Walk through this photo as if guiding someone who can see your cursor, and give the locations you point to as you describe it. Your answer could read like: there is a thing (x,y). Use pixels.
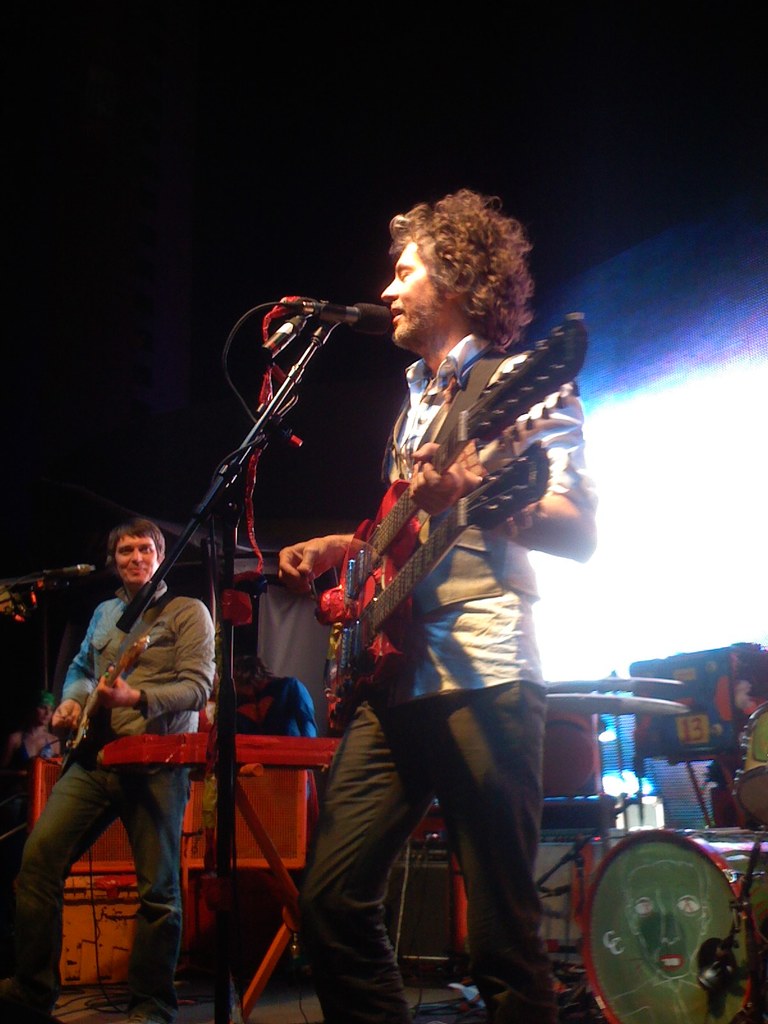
In this picture we can see two persons (138,673) standing in front of mike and playing guitar (109,716). On the background (666,582) there is a screen (648,565). And these are some musical instruments (655,848).
